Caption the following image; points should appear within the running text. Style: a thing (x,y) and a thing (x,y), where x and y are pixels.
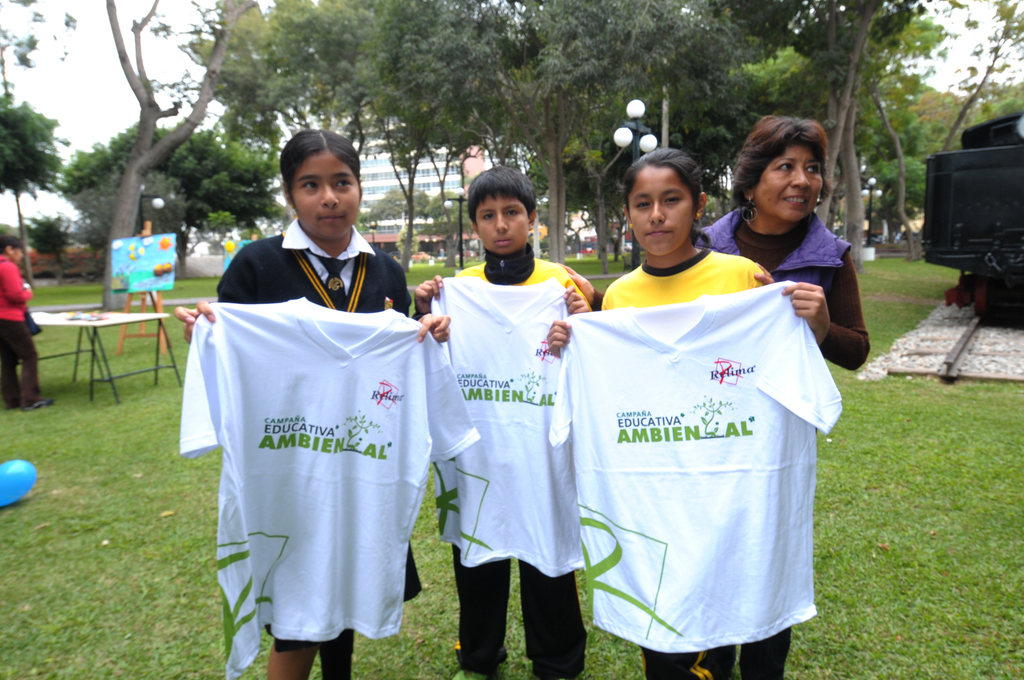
There are four people (314,237) standing and holding t shirts (461,396). We can see grass (937,383) and train (1020,259) on track (939,347). In the background (171,144) we can see person (32,337), board (125,276) with stand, table (67,320), trees (68,178), building (430,178) and sky (936,83).
